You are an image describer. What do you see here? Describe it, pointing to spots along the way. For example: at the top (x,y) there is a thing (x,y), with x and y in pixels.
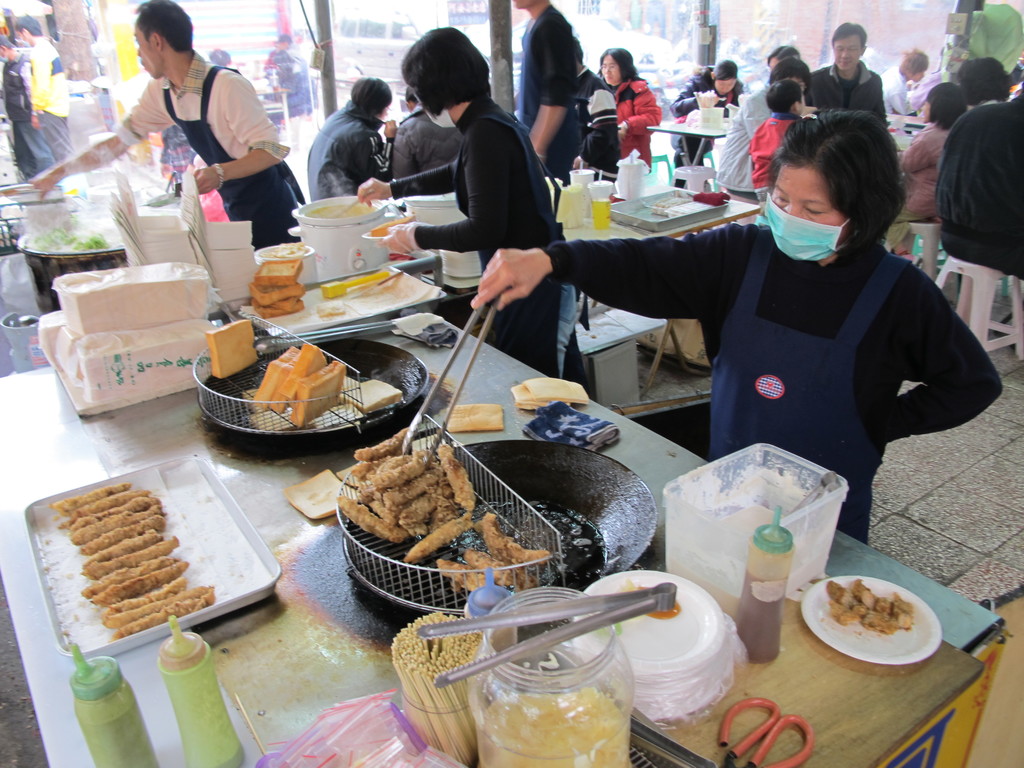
In this image there are some people (876,265) who are cooking and there are some tables (250,616), on the tables (152,682) there are some stoves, pans (371,431), trays (108,493), jars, plates (684,696), sauce bottles (772,628), toothpicks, scissor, cheese slices (464,430), breads (230,370), baskets (237,383), rice cooker (322,267), tissue papers (164,267), and some objects (730,195). And there are some stools (932,237) and some people (994,186) are sitting on stools (950,269) and eating, and in the background (915,85) there are some buildings (777,30), vehicles (359,21) and some people (852,26) and there is a walkway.
